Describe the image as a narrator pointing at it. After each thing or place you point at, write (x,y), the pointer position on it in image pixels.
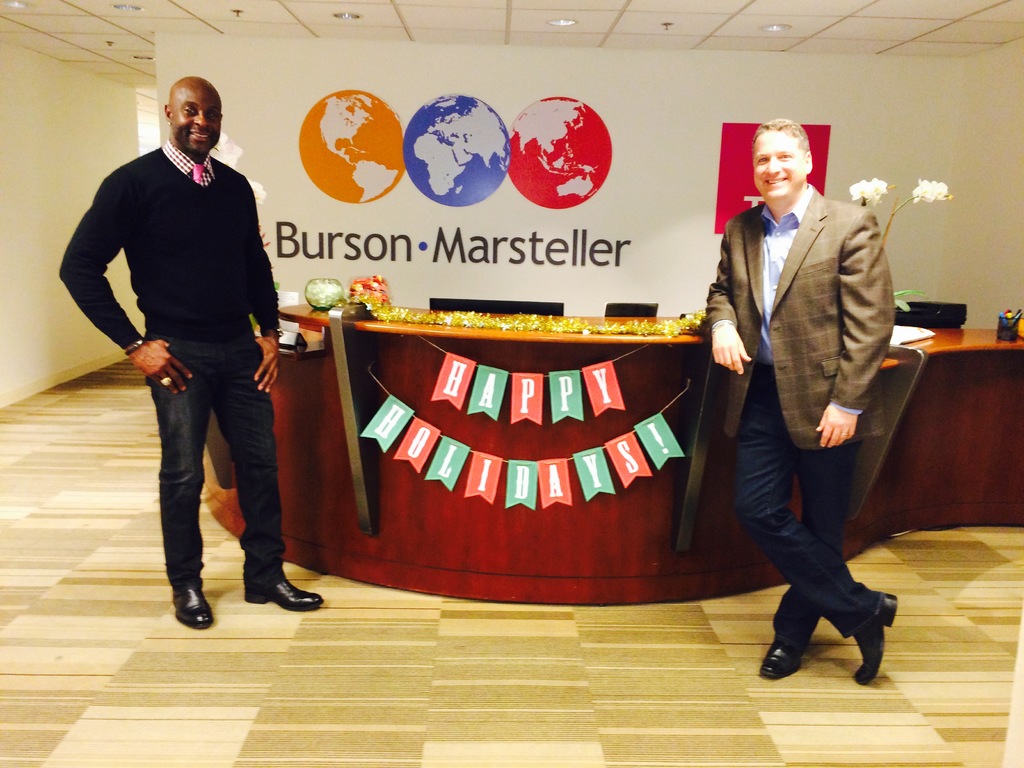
The image is taken inside the building (664,269). There are two people (748,428) in the image. In the center of the image (537,508) there is a table (604,574) we can see a decor (444,450), holders (997,331), papers (899,334) placed on the table (913,376). In the background (382,157) there is a board (478,120). At the top (779,25) there are lights (553,23).
